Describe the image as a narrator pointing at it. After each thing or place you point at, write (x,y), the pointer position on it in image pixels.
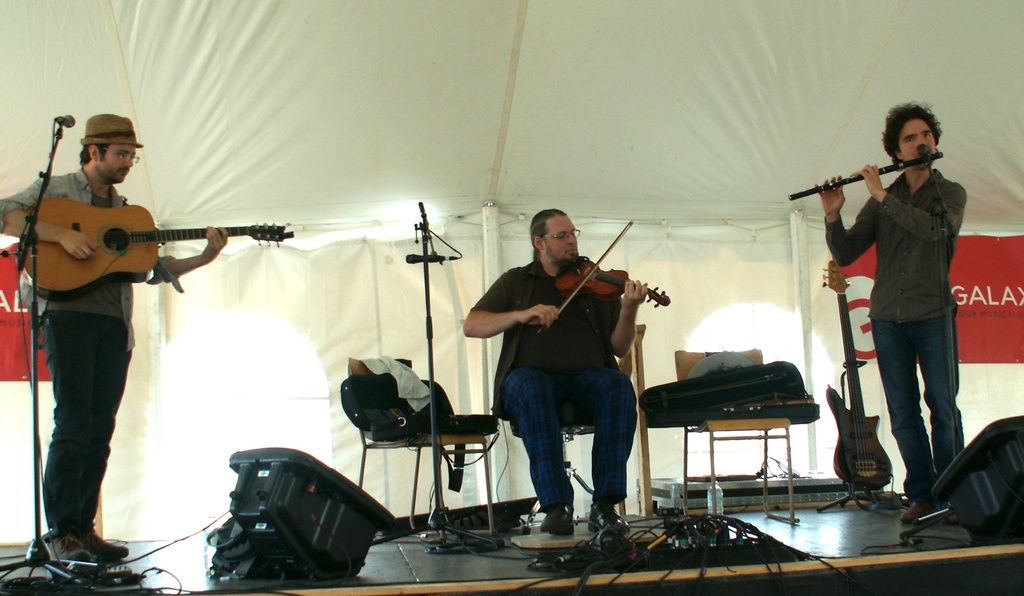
In this image we can see three persons (909,399) are playing musical instruments (109,233). Here we can see chairs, mike's (32,242), cables (96,578), and musical instruments (125,237). In the background (255,400) we can see banners (10,363) and a tent (390,282).
